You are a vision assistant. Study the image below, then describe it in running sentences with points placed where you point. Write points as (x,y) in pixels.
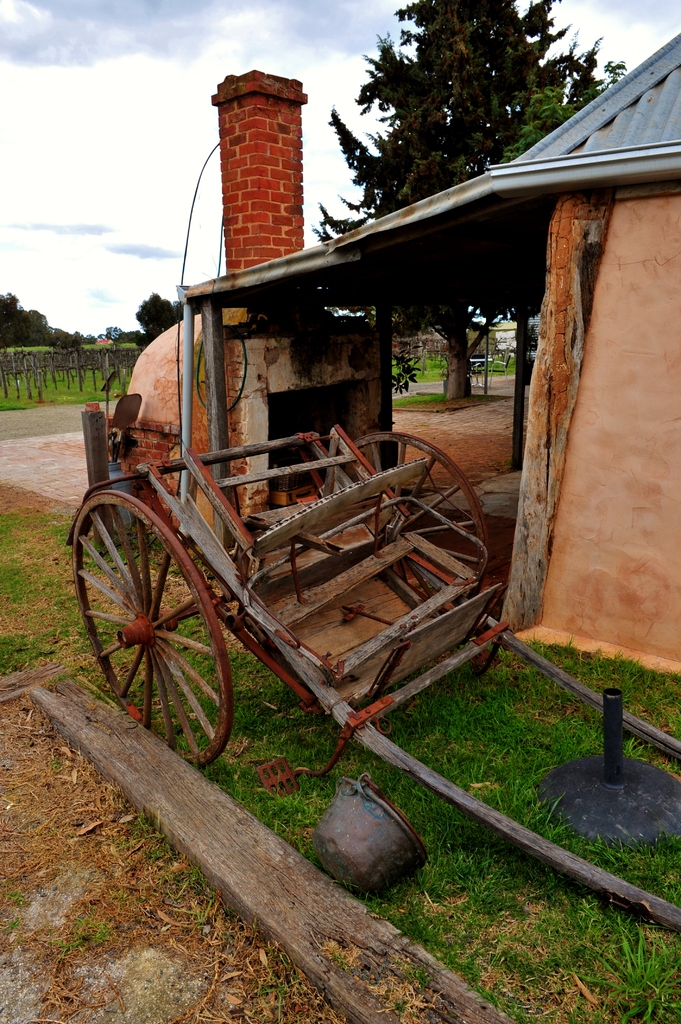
In this image in the foreground (234,507) there is one vehicle (352,679), on the right side of the image (593,460) there is one house (644,114). And in the background (536,134) there are some trees (510,142), wall (247,247), grass (119,381) and some objects (7,373). At the bottom (66,923) there is grass (413,890), walkway (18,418) and some objects (394,821). And at the top (80,156) there is sky (137,176).
